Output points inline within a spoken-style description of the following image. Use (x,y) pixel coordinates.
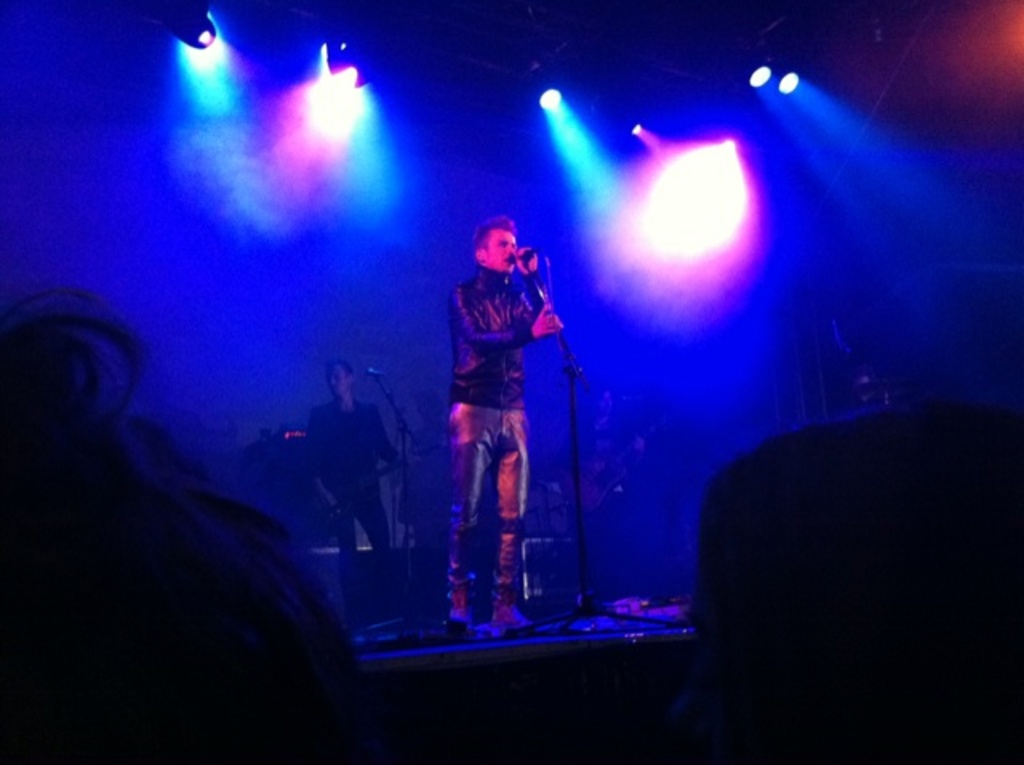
In the picture I can see two men (467,426) are standing on the stage (485,689). I can also see microphones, stage lights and some other things (728,683). This image is little bit dark.
